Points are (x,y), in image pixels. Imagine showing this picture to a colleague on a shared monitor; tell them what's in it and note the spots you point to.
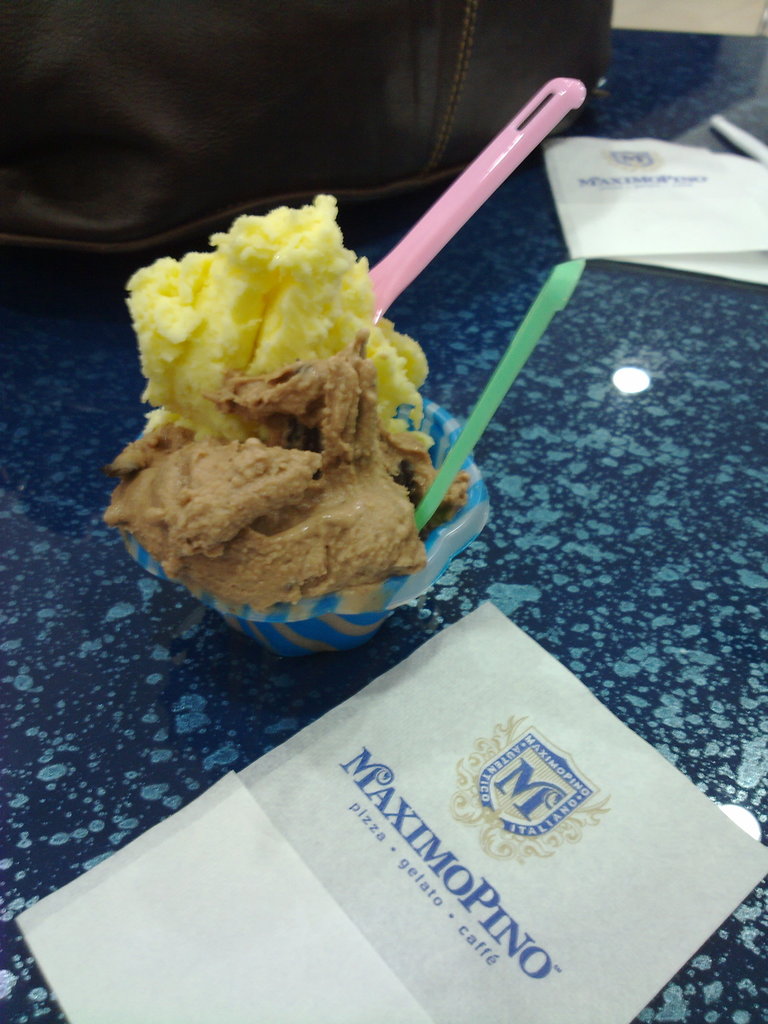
This image consists of a cup (472,499) in which there is ice-cream (380,343) along with two spoons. At the bottom (470,801), there is a card (390,900). In the background (152,122), there is bag (284,188), All are kept on a table (52,709).
